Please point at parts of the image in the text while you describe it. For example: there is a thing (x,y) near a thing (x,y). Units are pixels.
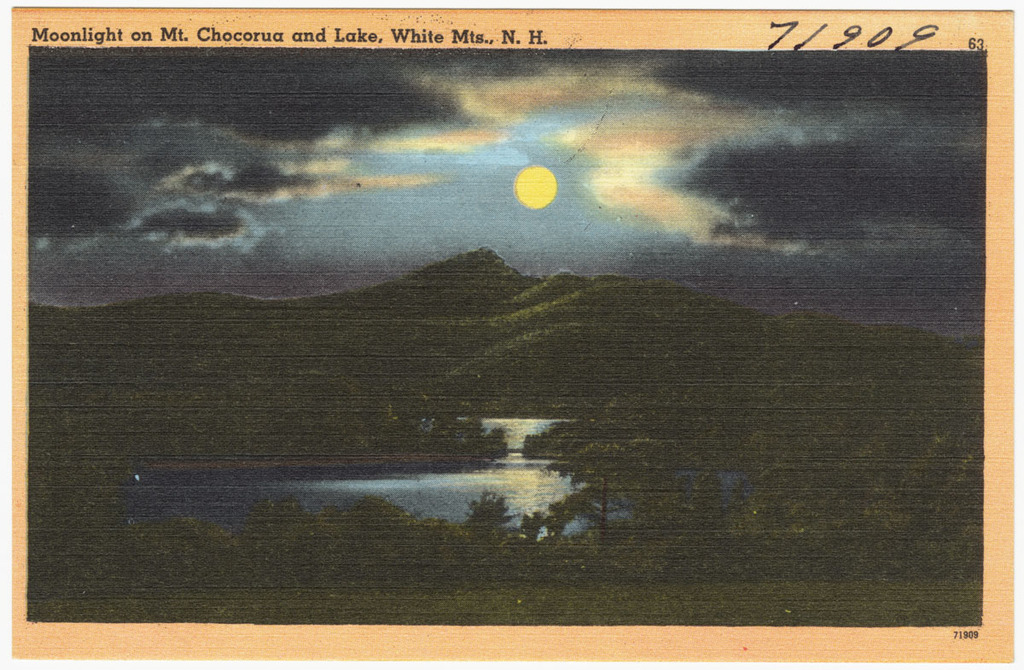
In this image there are trees (518,372), water (479,480) and the sky (499,208) is cloudy and there is a moon (550,192) in the sky (560,190).
